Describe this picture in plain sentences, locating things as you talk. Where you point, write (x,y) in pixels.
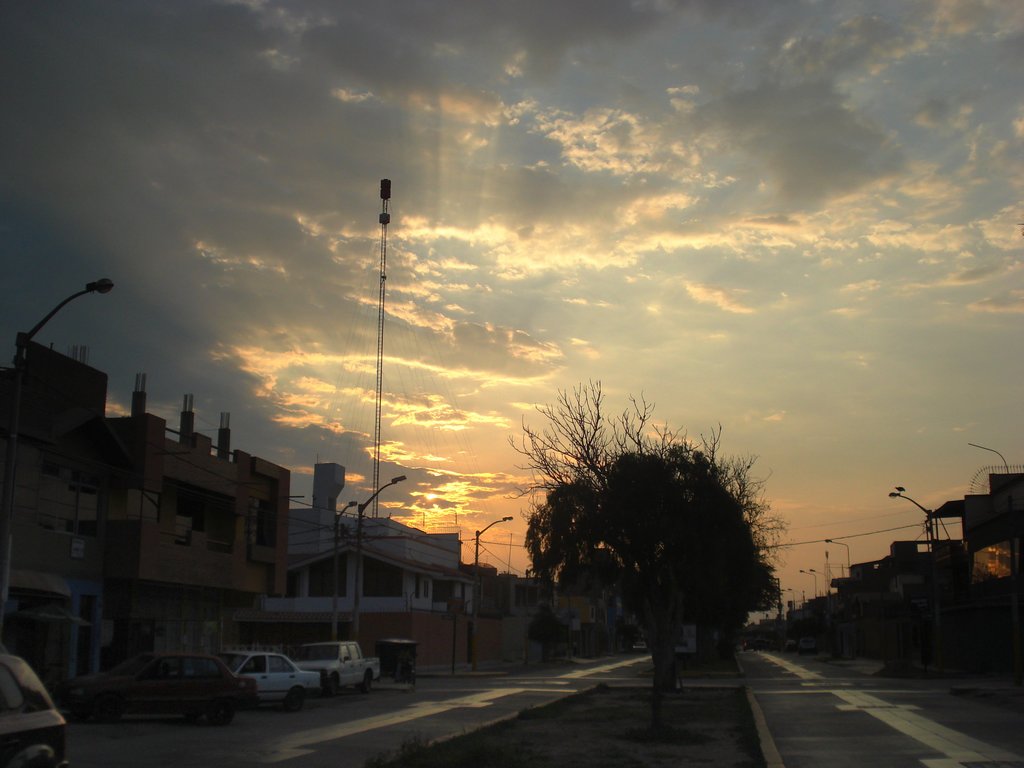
In this image we can see few buildings (344,592), there are few vehicles (306,661) on the road (540,681) near the buildings (452,588), there are street lights (345,508), trees (609,541), a rod (381,409) and the sky (555,242) with clouds (640,202) in the background (390,276).
